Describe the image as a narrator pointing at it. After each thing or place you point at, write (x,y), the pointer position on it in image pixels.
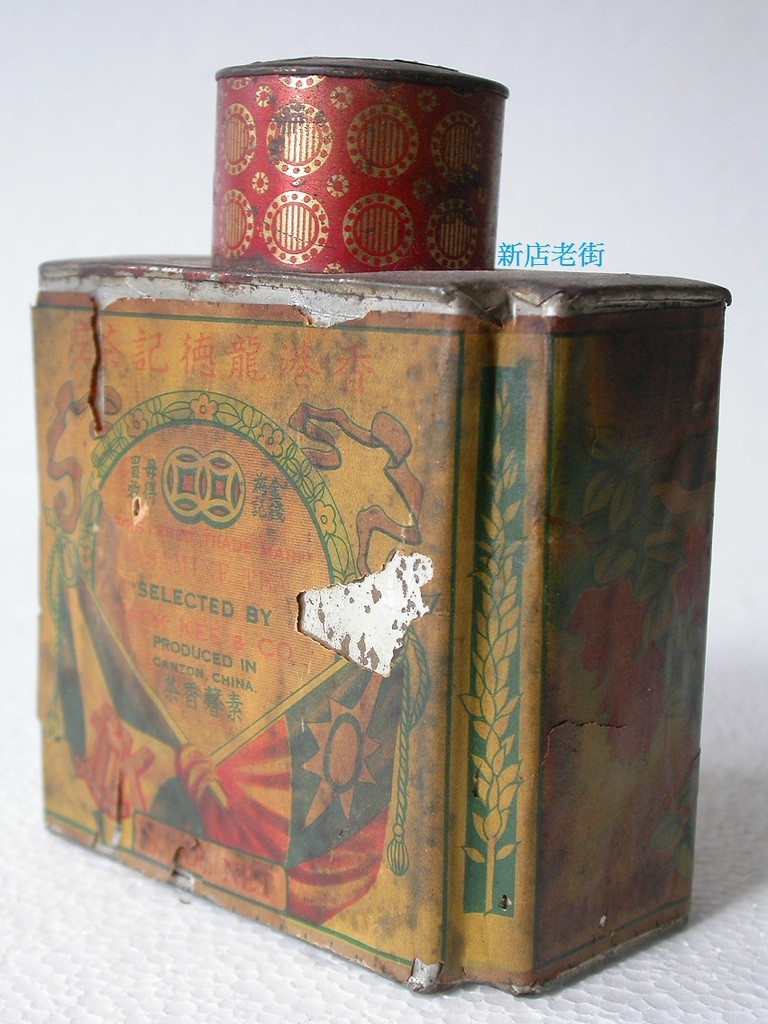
In this image we can see an object (348,777) on a white surface (309,980). On the object (377,824) we can see a label (289,572).
